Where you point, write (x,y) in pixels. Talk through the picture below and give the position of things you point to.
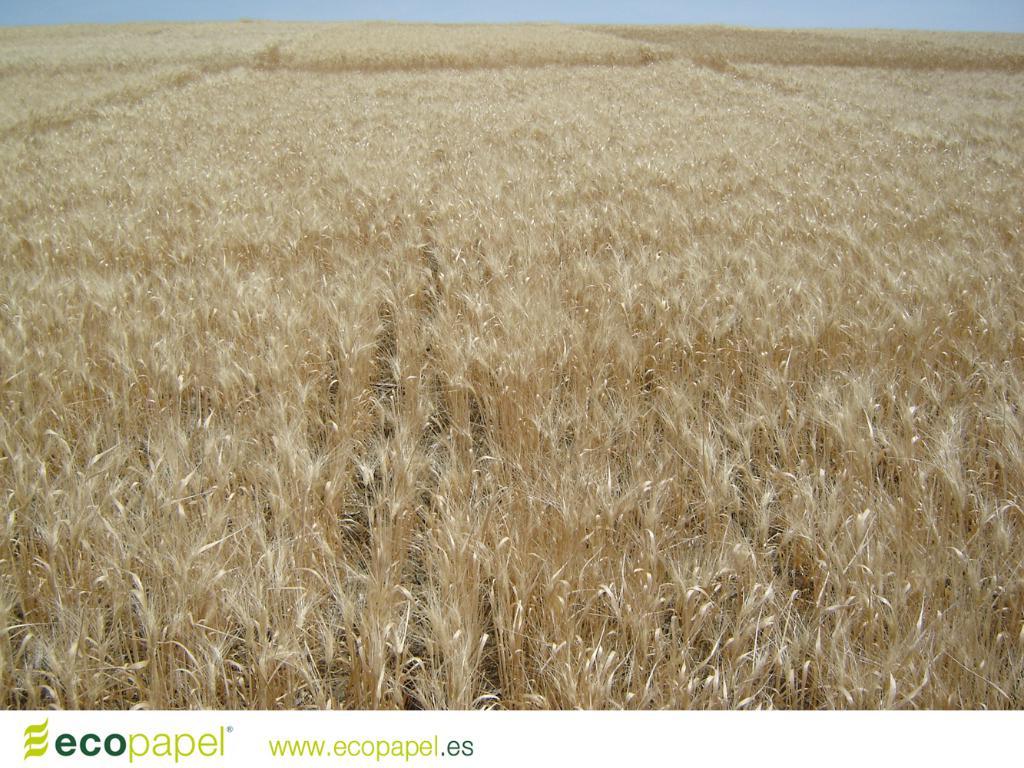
In this image, we can see a crop (590,242). There is a text (357,746) in the bottom left of the image (160,757).
